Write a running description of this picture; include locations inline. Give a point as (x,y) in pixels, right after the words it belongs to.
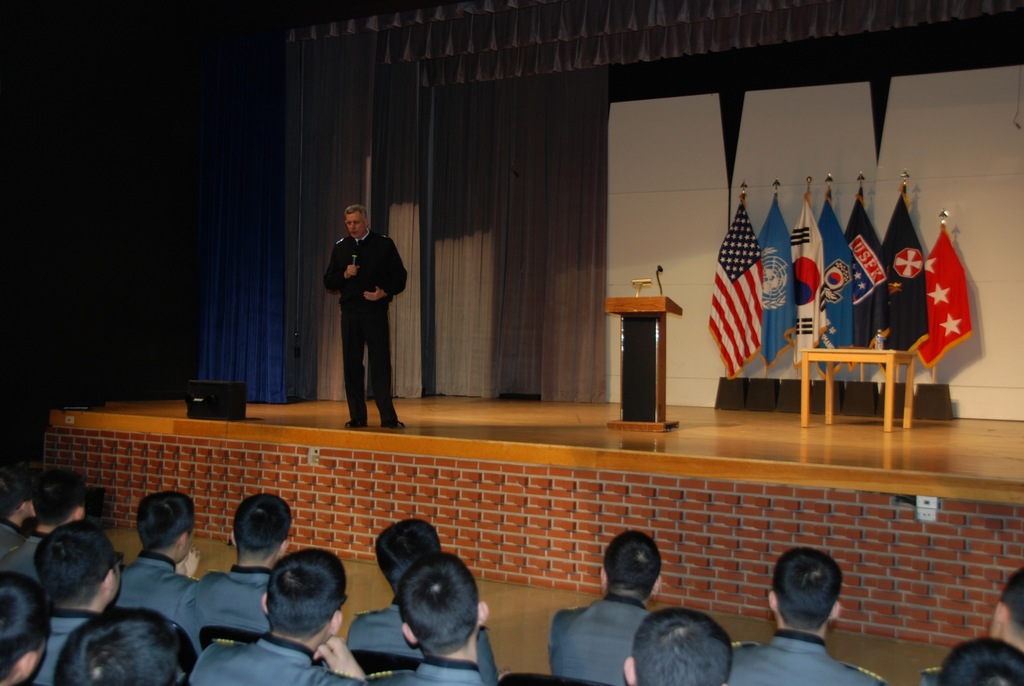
In the image we can see there are many people (178,617) wearing the same clothes (132,594) and they are sitting. Here we can see a man (375,319) standing, wearing clothes (375,319), shoes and holding a microphone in hand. Here we can see podium (657,357), microphone (658,274) and the flags (800,265) of different countries. Here we can see the table (808,377) and curtains (404,160).
